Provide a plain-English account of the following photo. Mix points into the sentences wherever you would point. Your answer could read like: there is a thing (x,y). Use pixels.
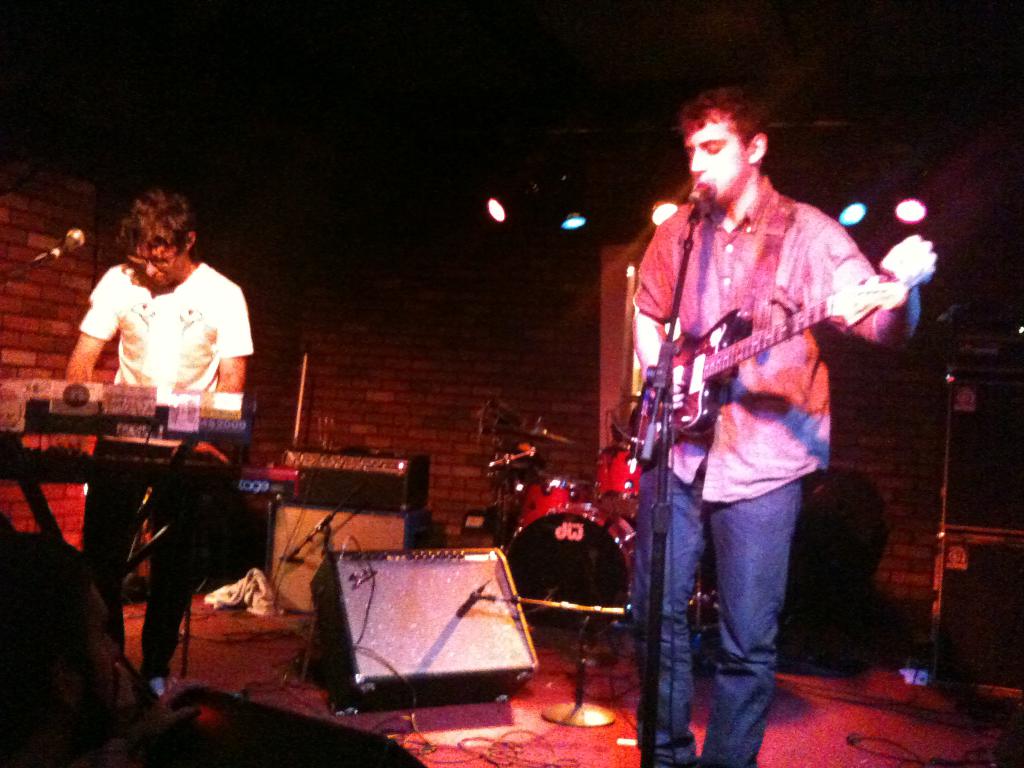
In this picture there is a man (183,316) who is wearing a white shirt (202,335). There is a mic (57,254). There is another man (739,461) who is playing a guitar (692,341) and is also singing. At the background (499,208) there is a light (499,212). There is a brick wall (78,192) at the background (61,195). There are some musical instruments (562,516) at the background (401,544).
